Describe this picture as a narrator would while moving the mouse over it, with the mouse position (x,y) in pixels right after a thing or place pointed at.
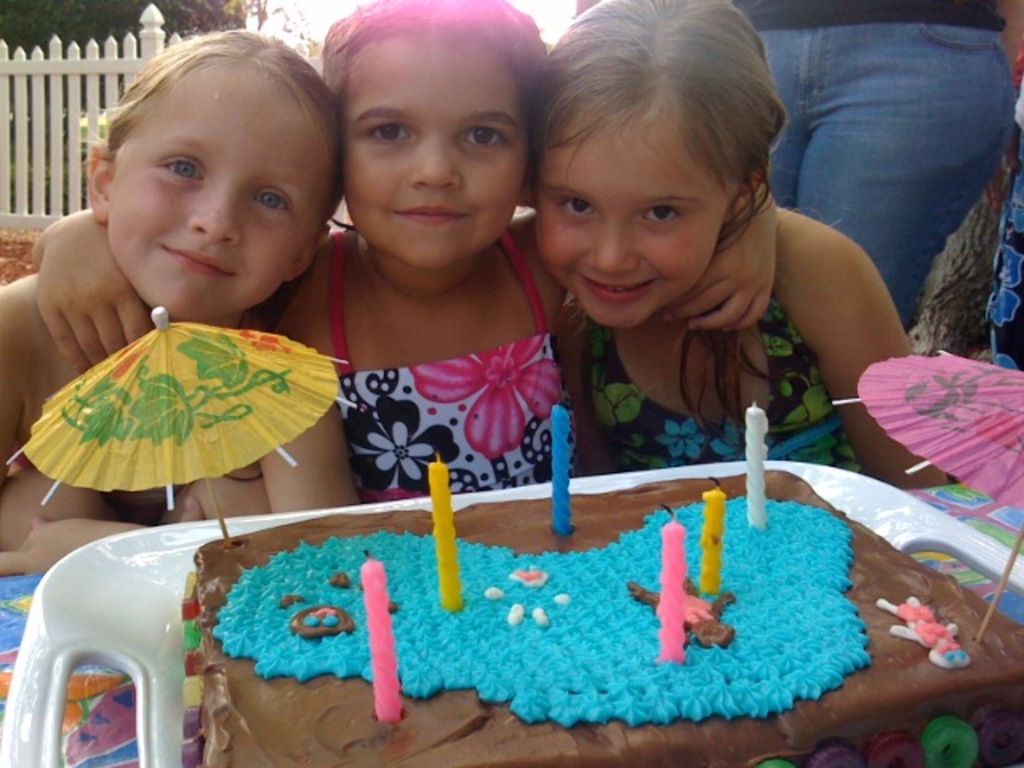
In the foreground of this picture (398,682), there is a cake (197,653) in a platter (179,644) on which few candles (434,479) and umbrellas (249,447) on it. In the background (588,213), there are three girls (460,213) having smile on their faces (171,219) and there is a person (890,111) on the right top corner (861,105). In the background (97,56), we can see railing (112,52) and trees (139,24).
